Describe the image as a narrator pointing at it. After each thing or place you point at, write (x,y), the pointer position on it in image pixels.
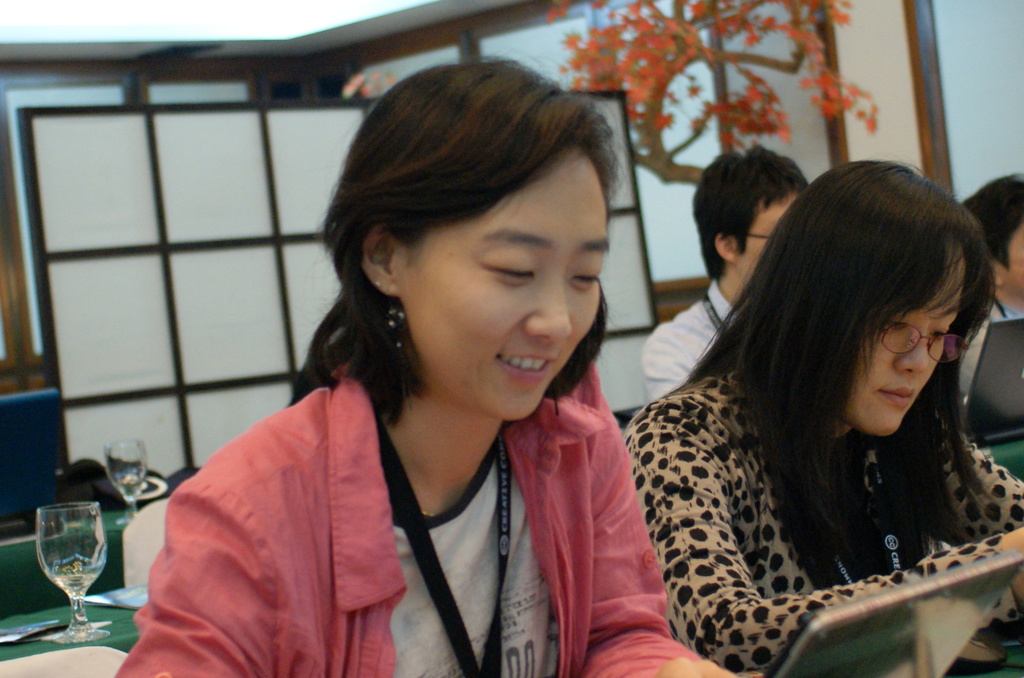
In this image we can see few persons (564,423) in a room (632,399) using laptops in which two of them are wearing goggles (897,342), behind them, we can see a few tables (102,618) with a glass (57,565) and menu cards (100,605), there we can see a tree (758,87), few windows (180,91) and a stand (177,241).
